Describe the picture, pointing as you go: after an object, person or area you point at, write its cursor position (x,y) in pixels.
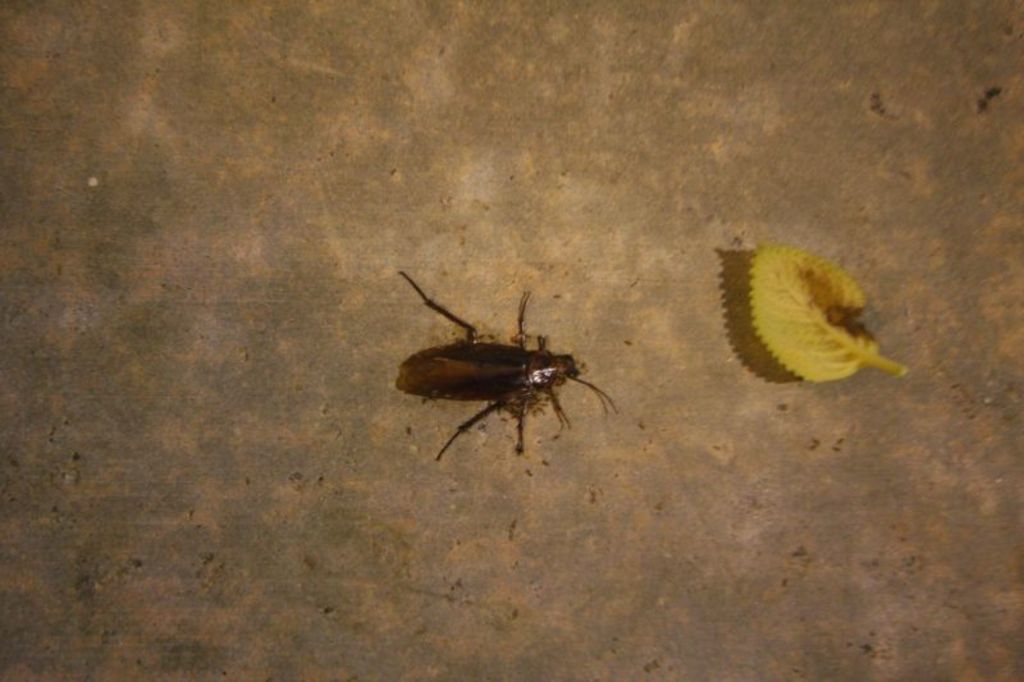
In this image I can see the insect (471,377) in brown and black color and yellow color leaf (784,320). They are on the brown surface (408,288).
